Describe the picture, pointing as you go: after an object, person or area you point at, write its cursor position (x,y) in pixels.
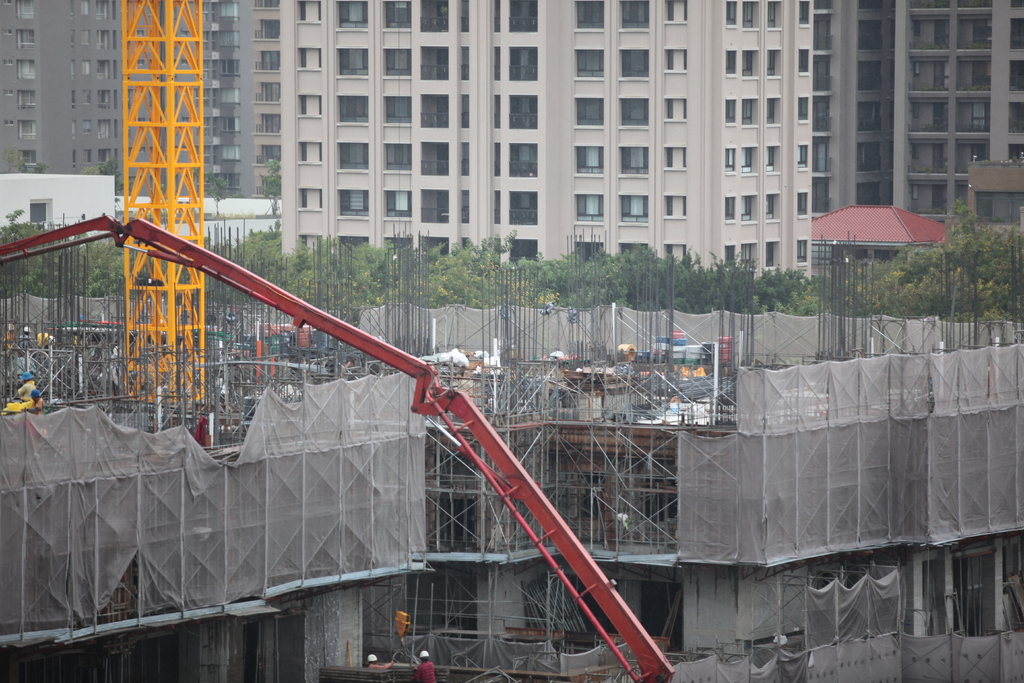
In this picture we can see construction of a building (641,457), cranes (519,496), rods (156,400) and some people (31,379) wore helmets (50,335). In the background (803,275) we can see trees (780,271) and buildings (275,131) with windows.
